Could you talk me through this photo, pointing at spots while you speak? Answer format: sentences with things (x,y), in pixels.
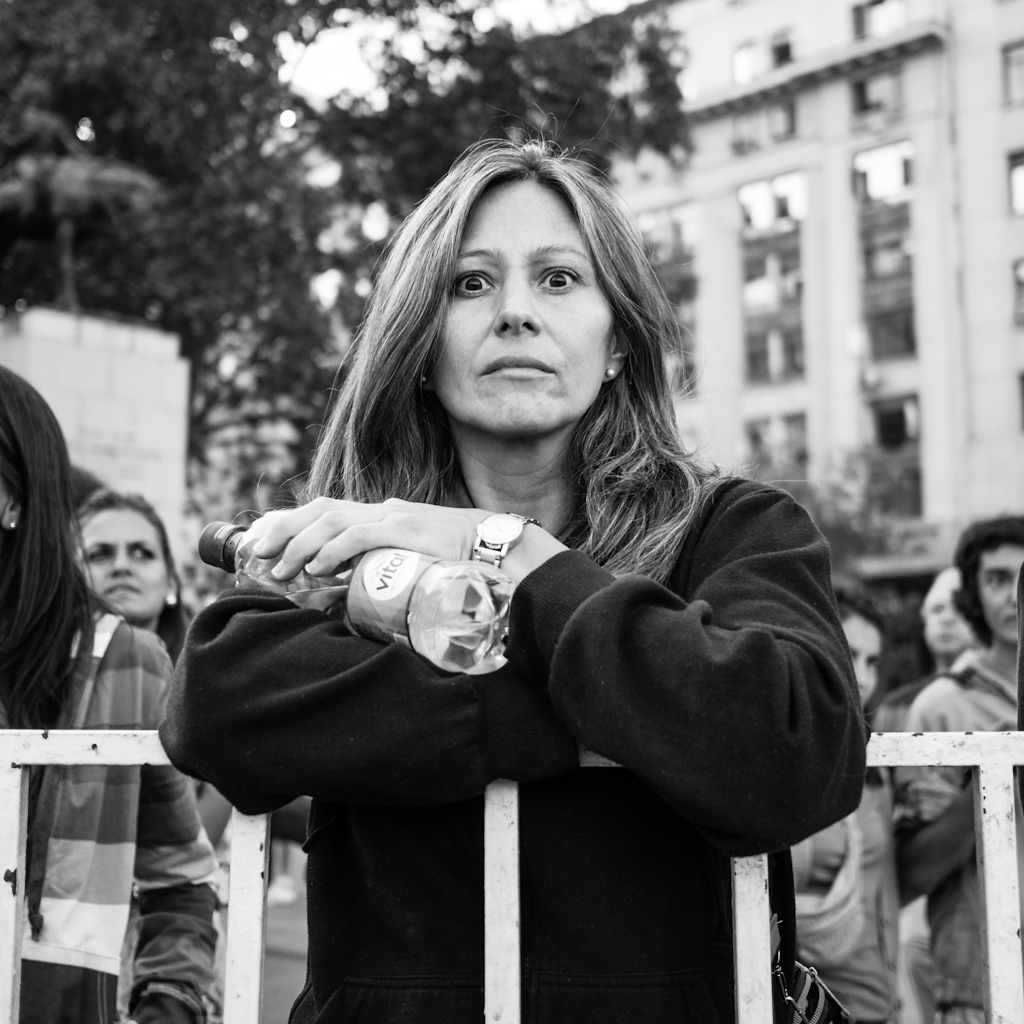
This is a black and white image. In this image we can see a woman (608,688) standing beside a fence (503,834) holding a bottle (402,597). On the backside (180,628) we can see a group of people (882,717) standing, a building (820,386) with windows (799,463), a tree (198,286) and the sky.
